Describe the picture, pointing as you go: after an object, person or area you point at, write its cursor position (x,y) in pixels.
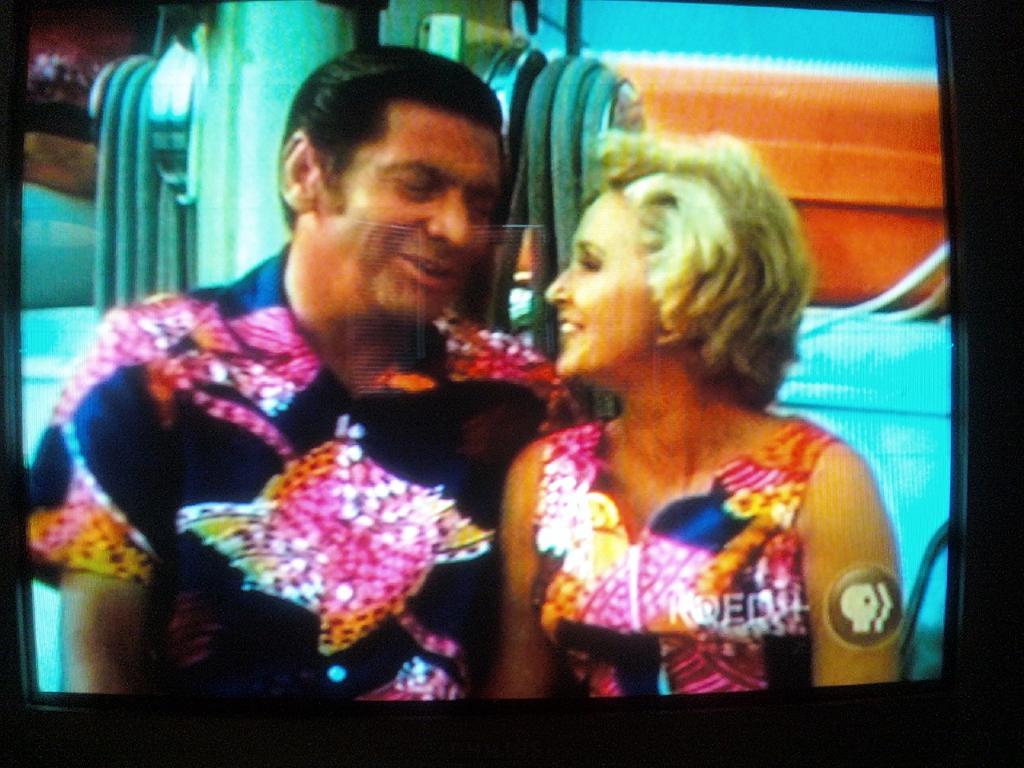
In this picture there is a man (251,294) and a woman (616,311) in the center of the image (518,276), it seems to be there is a machine (530,33) behind them.
